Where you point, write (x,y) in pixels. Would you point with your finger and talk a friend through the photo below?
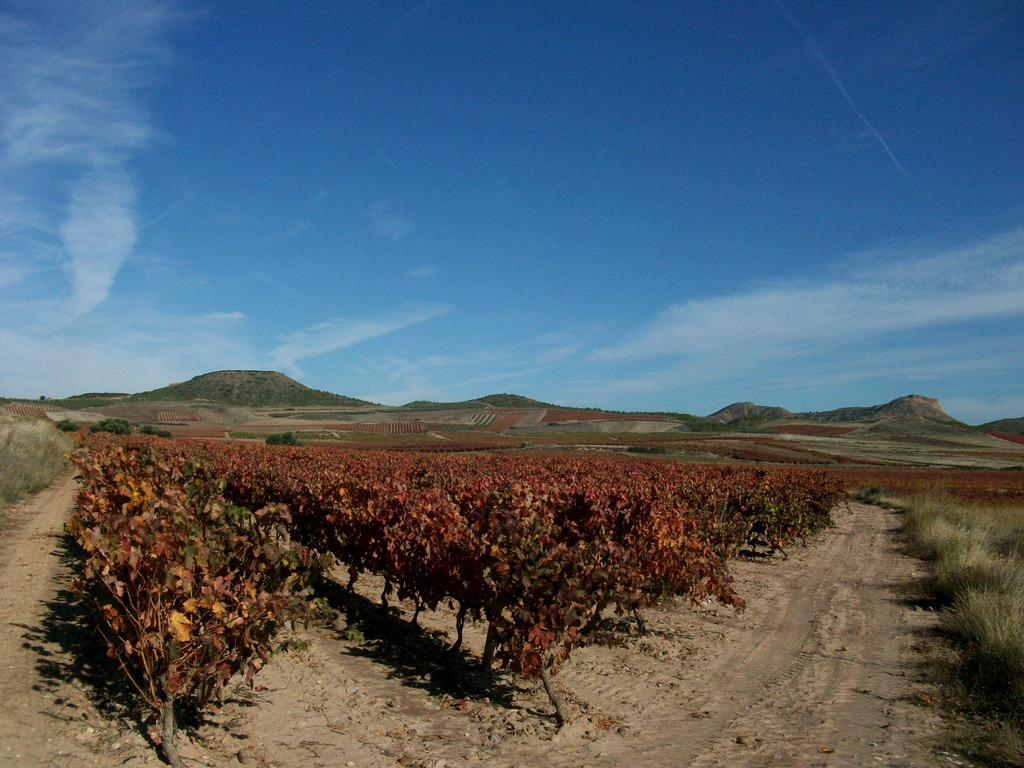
In this image I can see plants (157,543) in maroon color. I can also see grass (920,539) in green color, background (926,403) I can see mountains (248,396), sky (250,286) in blue and white color.
